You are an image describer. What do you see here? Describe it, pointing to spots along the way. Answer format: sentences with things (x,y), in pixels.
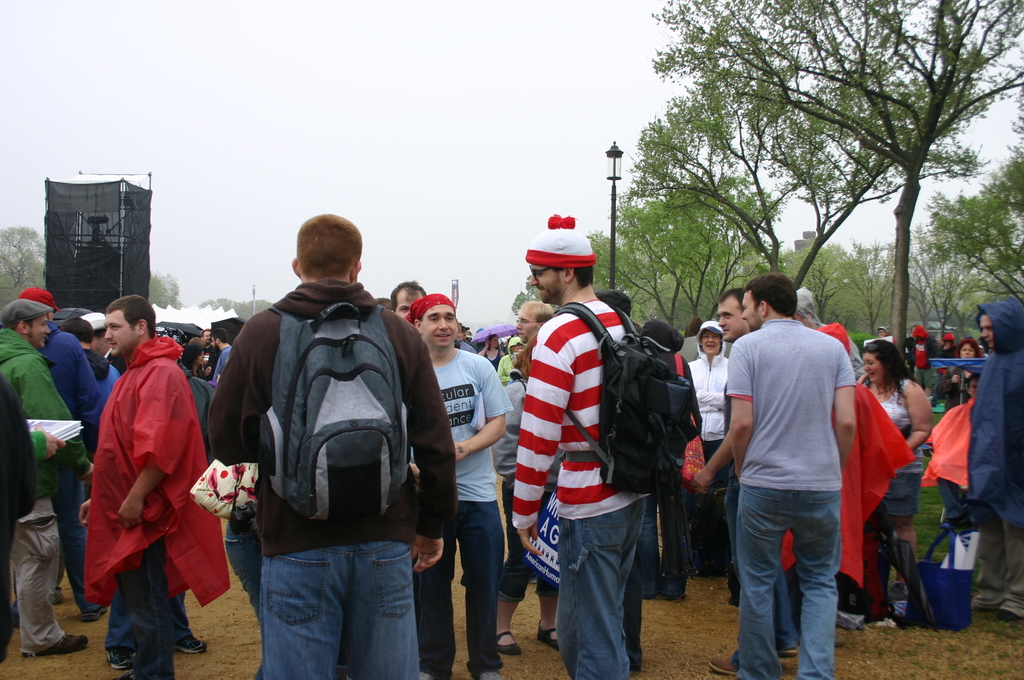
In this picture we can observe some people (766,389) standing. There are men (796,412) and women (488,358) in this picture. Some of them were wearing caps (558,265) on their heads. We can observe some men (590,480) carrying bags (407,419) on their shoulders (573,329). We can observe a black color pole (614,230) here. In the background (705,227) there are trees (678,270) and a sky (305,110).
